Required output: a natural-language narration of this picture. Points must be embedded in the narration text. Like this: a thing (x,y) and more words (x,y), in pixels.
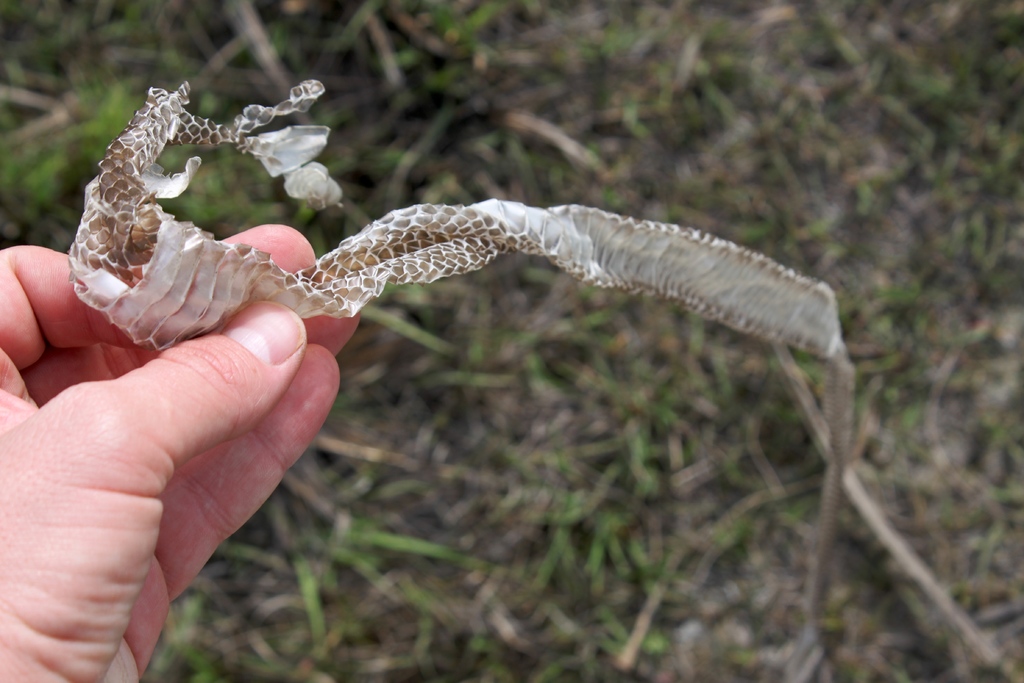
In this picture, we can see a person's hand (287,391) holding snake skin (338,273), and we can see the blurred background (359,68).
